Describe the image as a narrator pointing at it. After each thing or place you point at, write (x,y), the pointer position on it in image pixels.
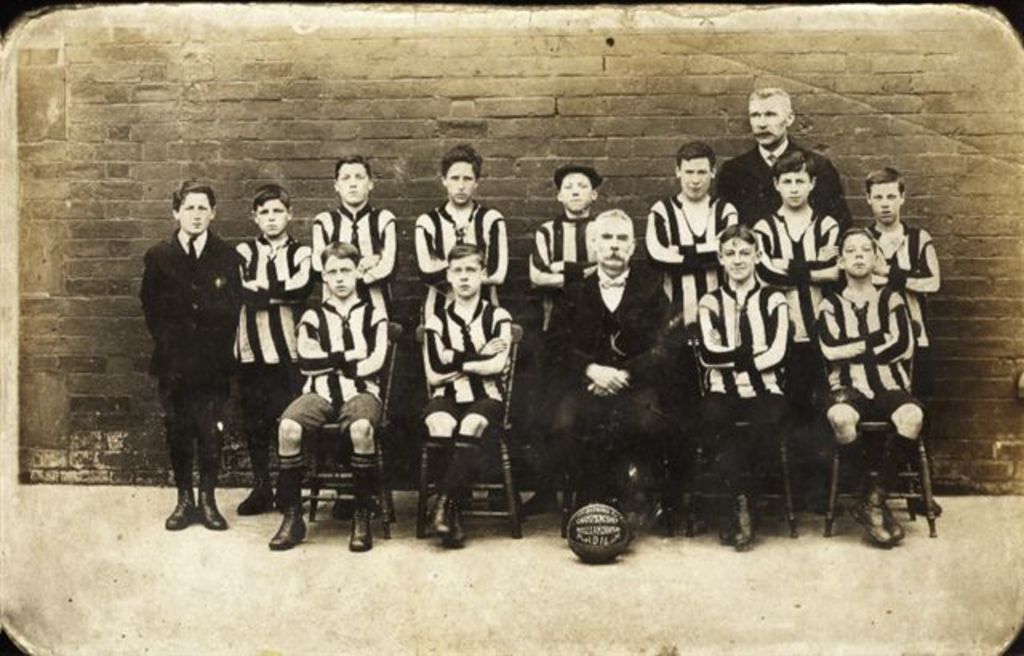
This is a black and white image. In this image we can see people (454,419) sitting on chairs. Behind them there are people (448,210) standing. In the background of the image (151,102) there is wall (282,89).
